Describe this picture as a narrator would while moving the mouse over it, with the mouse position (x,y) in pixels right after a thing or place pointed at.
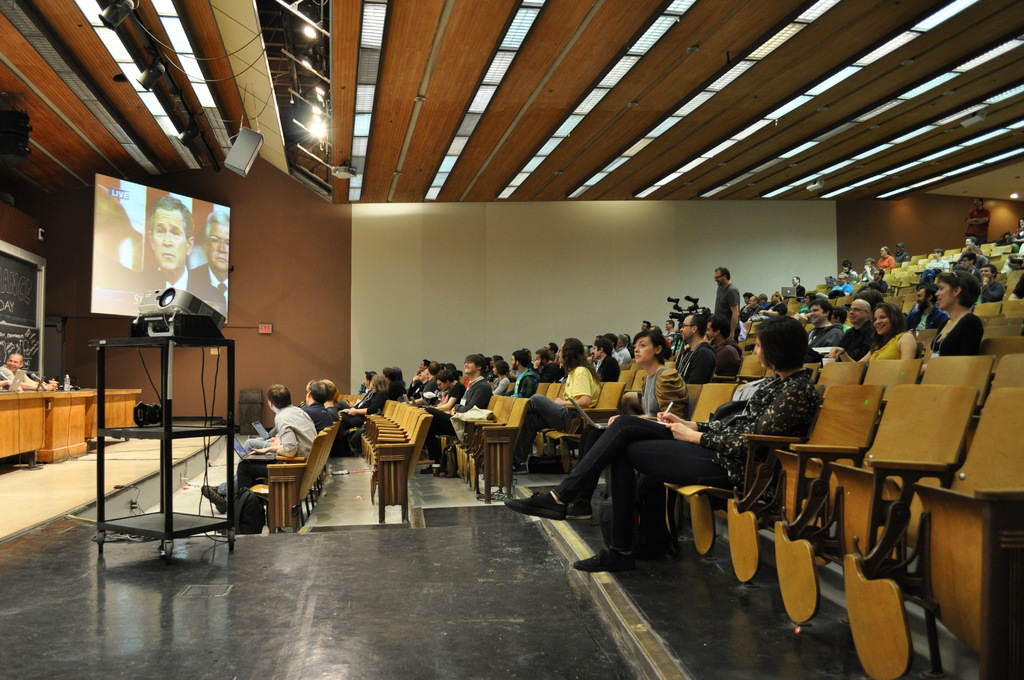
There are many yellow chairs (501,418) which are arranged in a sequence and there are many group of people (605,357) sat in chairs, Some of them are holding laptop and some of them are writing and there is a projector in front of them and there is also group of people (13,370) sitting in front of them.
